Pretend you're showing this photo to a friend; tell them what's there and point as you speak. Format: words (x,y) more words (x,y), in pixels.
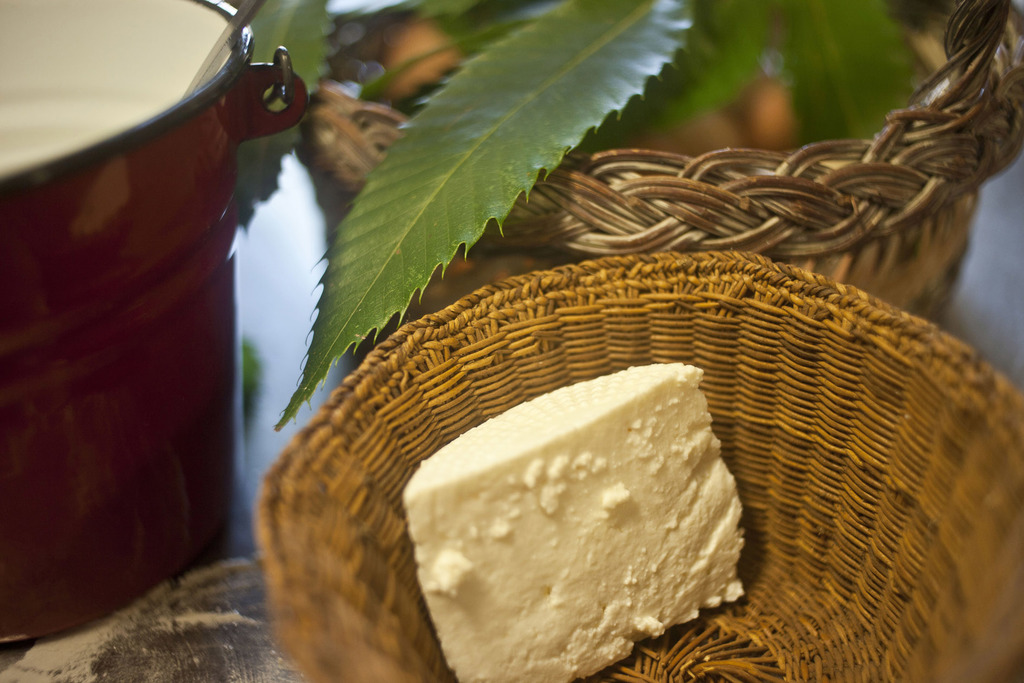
In the image we can see there is a cheese (572,523) kept in a basket (336,394) and beside there is a bucket (202,332) and a basket (605,176).
